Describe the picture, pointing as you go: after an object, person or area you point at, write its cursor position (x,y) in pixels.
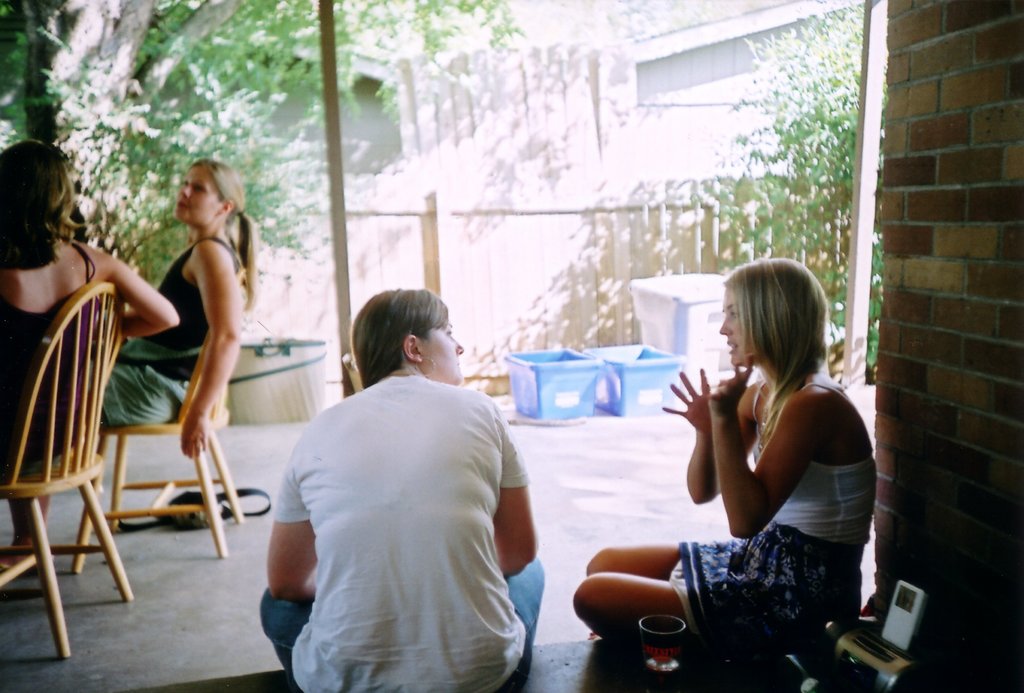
In this picture we can see two persons (149,418) sitting on the chairs (87,481). This is floor (191,605) and there are tubs (589,370). Here we can see two persons (773,367) sitting on the floor (568,665). And this is glass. There is a wall (905,248) and these are the plants (810,167). Here we can see a tree (242,8).
